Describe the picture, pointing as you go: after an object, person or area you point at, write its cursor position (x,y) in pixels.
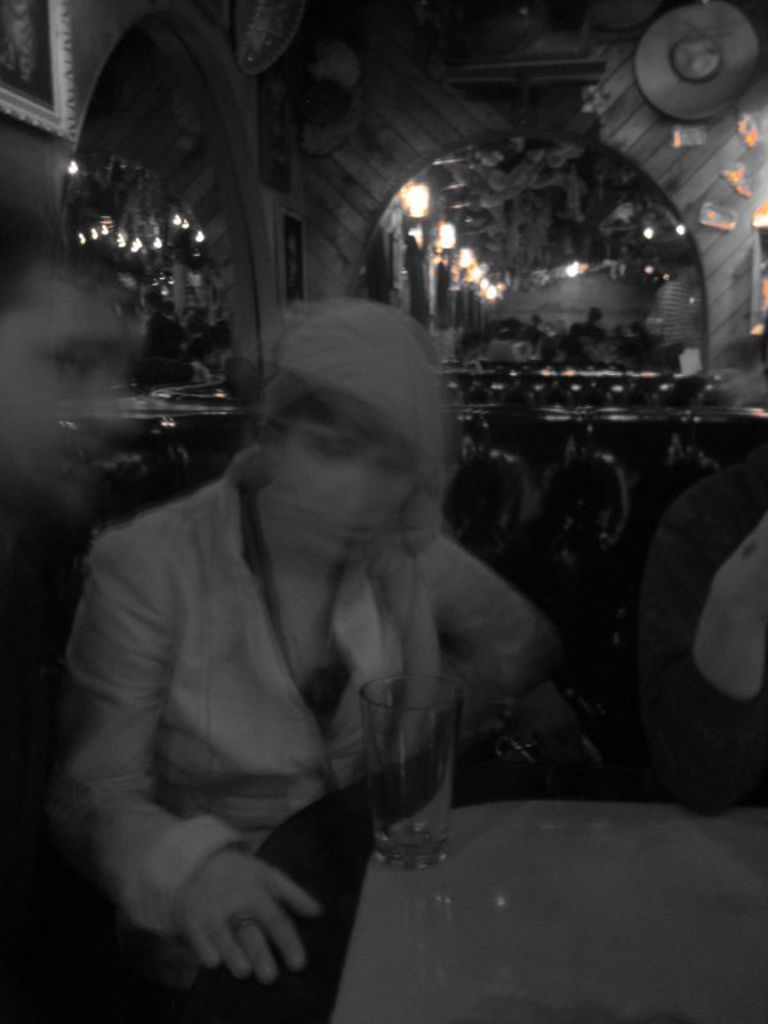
This is a black and white image. At the center of the image (340,371) there are persons (526,622). There is a table (745,864) on which there is a glass (429,775). In the background of the image (481,285) there are lights (418,197). There are chairs (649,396).
